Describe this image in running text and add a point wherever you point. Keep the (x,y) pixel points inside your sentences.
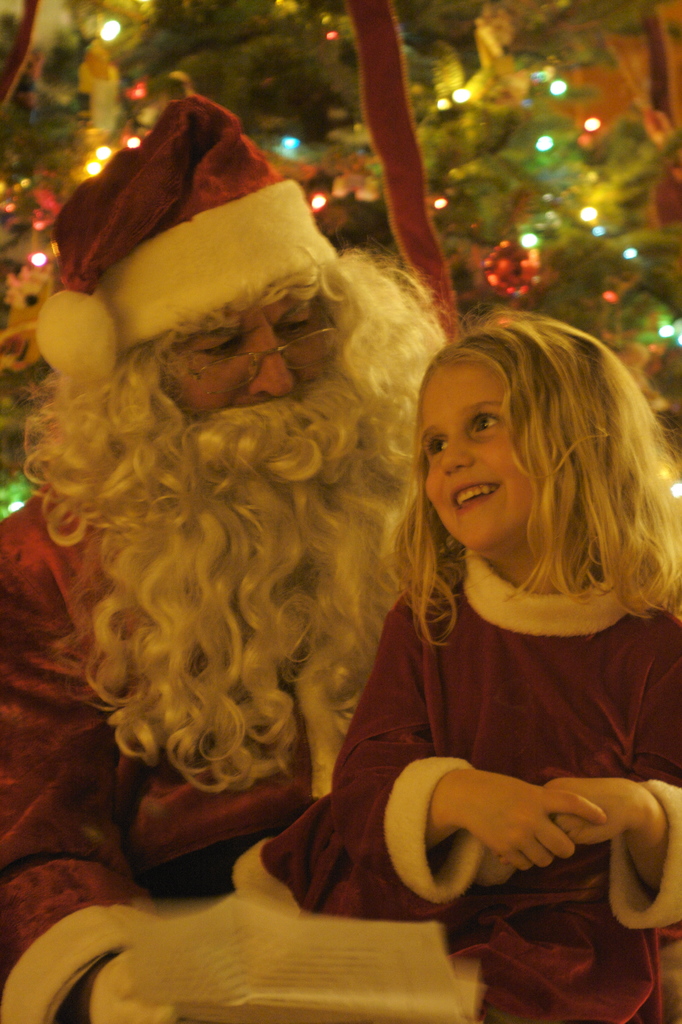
In this picture we can see a person (208,553) and a kid (562,631) in the front (559,638), in the background (522,189) there are some leaves (512,142) and lights (614,296).
